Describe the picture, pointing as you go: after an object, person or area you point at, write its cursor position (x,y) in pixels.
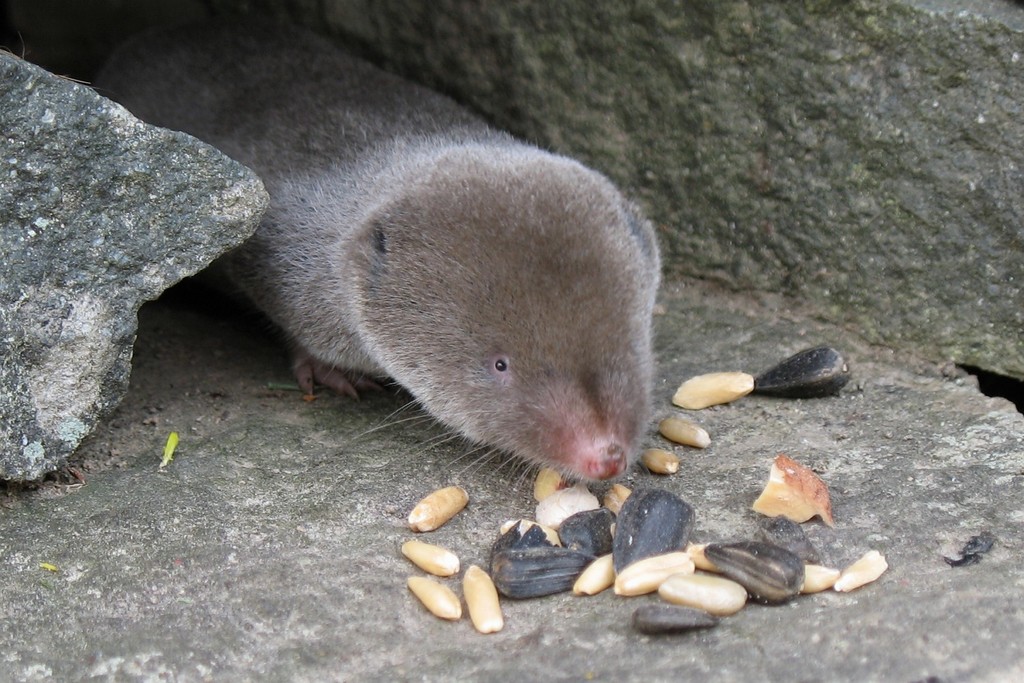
In this picture we can see a shrew (505,314) in the image. In the front (581,541) bottom side there are some black seeds (663,542). Behind we can see stones (491,41).
